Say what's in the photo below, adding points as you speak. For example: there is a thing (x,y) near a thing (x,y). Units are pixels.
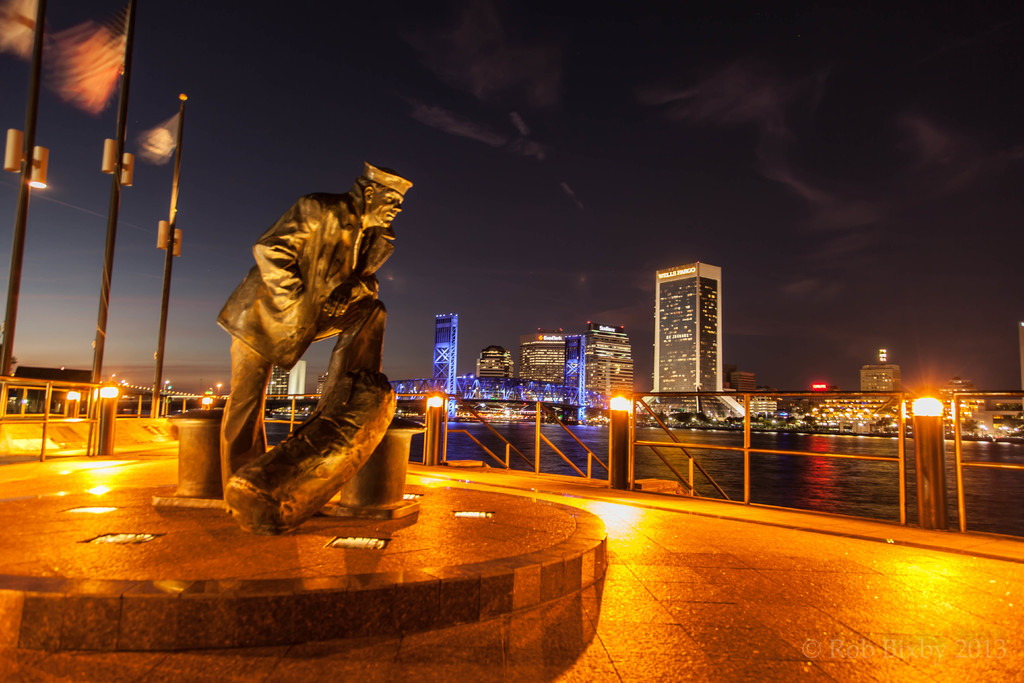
In this picture there is a statue of a person (293,340) and there are flags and there are lights (926,500) on the railing (901,496). At the back (864,400) there are buildings (877,399). At the top (645,101) there is sky (844,119). At the bottom (852,542) there is water (896,470) and there is a road (685,590). At the bottom right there is text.
